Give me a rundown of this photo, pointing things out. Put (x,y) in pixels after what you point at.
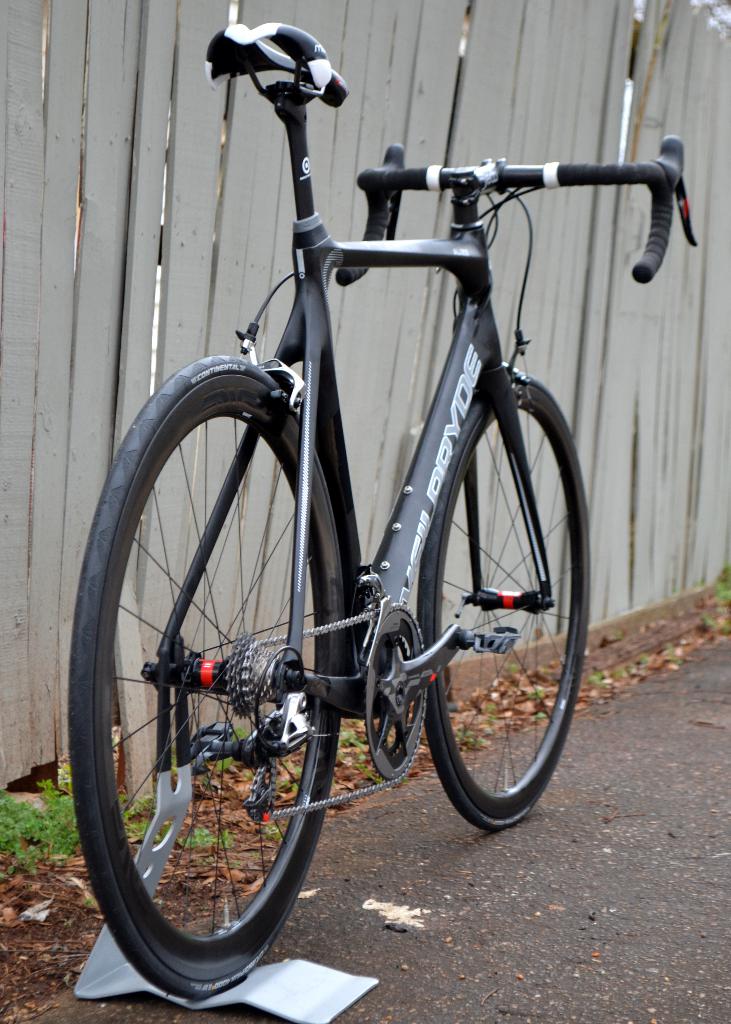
In this image, we can see a bicycle (322,687) with stand (159,794) on the road (564,962). Background (618,282) there is wooden fencing (617,305). Here we can see few plants (66,816).
